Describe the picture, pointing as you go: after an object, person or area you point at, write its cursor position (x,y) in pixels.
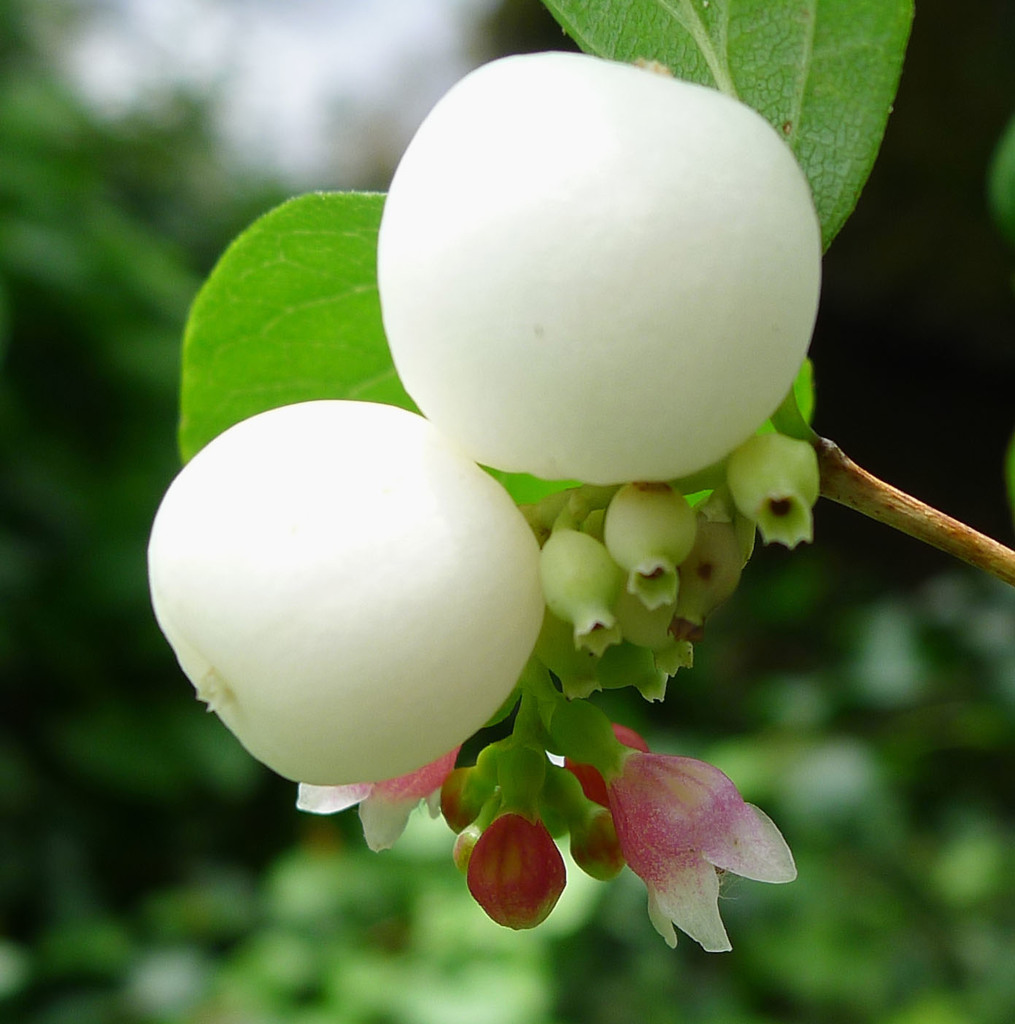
Here we can see buds (672,663) and leaves (721,80). Background (24,892) it is blur.
